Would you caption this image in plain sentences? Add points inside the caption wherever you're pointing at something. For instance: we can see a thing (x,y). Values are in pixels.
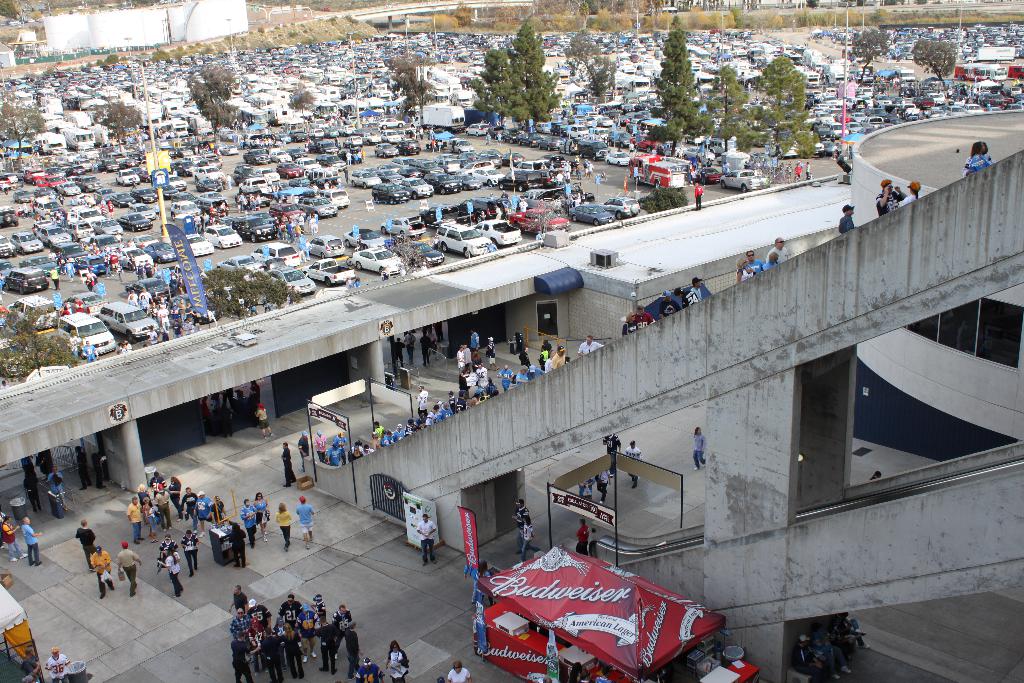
On the right side of the image (949,295) we can see tents (510,634), persons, stairs (585,400) and building (919,306). On the left side of the image (137,199) we can see many cars (118,225), persons (187,302) and trees (17,335). At the top of the image (642,181) we can see many cars (185,88), trees (485,98), persons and road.
